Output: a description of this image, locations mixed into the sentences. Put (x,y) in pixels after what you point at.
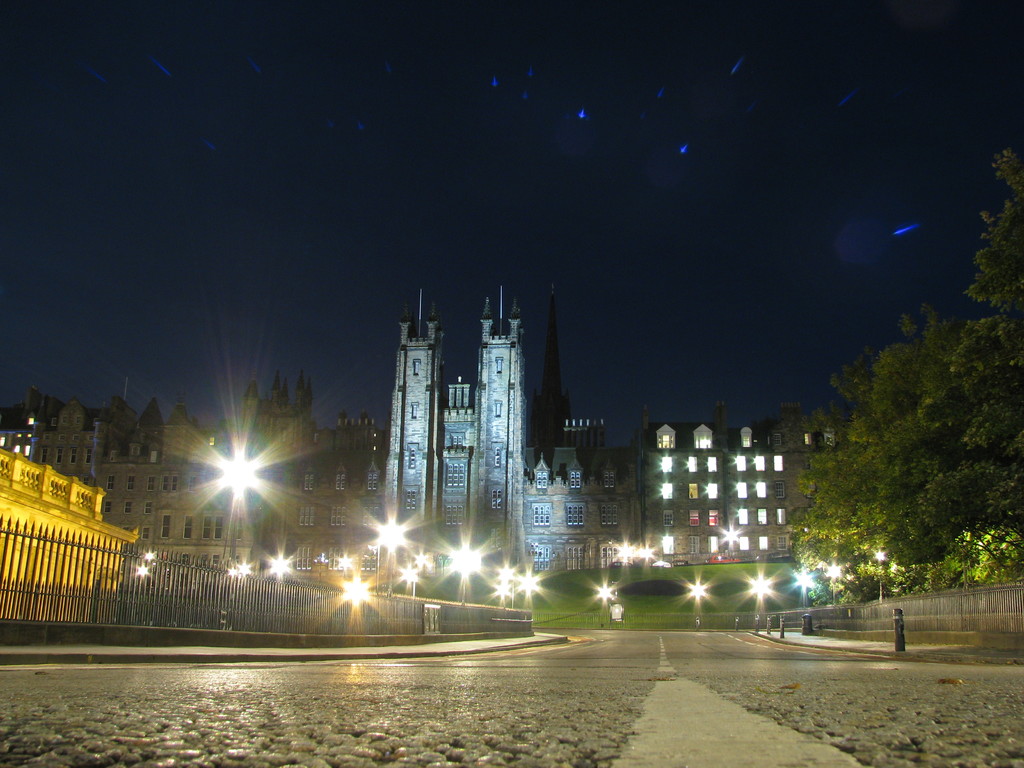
In this image we can see a few buildings (306,544), there are some poles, lights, trees (996,438), grass (731,610), windows (106,504) and the fence (176,614), in the background (413,208) we can see the sky (667,211).
